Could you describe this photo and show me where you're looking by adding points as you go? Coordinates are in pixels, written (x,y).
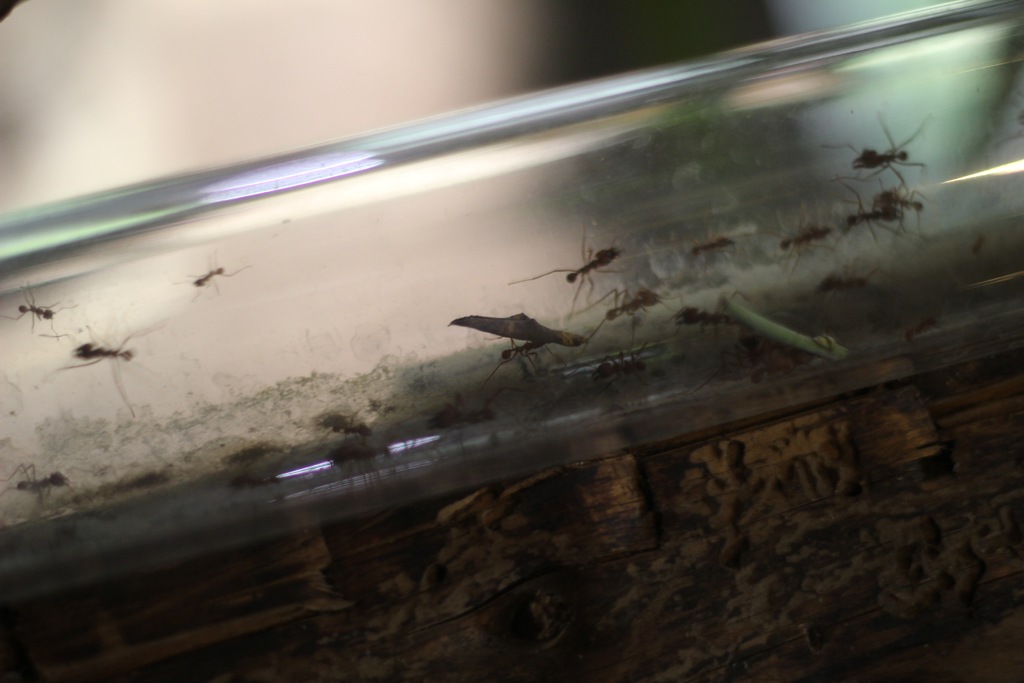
In this image I can see ants (87,352) and insects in a glass tube (576,357).
